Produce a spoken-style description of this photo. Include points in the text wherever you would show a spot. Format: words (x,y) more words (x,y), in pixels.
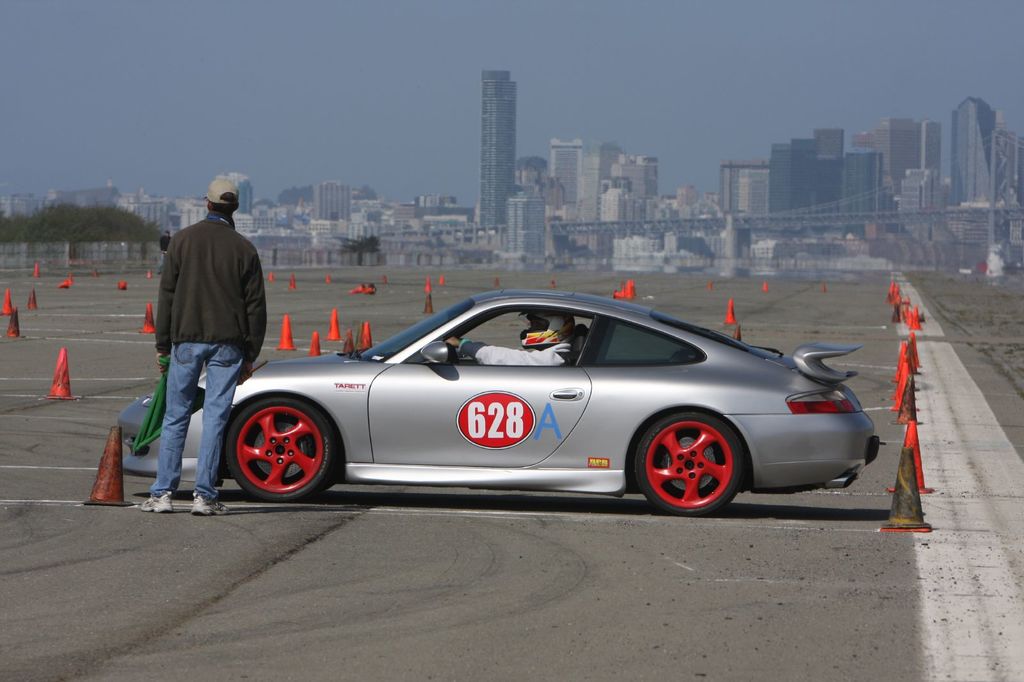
In this image I can see a car (766,457) in the middle (362,448), in the car (601,325) I can see a person (508,345) in front of the car (446,359) at the top (125,155) I can see the building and the sky (708,51).
